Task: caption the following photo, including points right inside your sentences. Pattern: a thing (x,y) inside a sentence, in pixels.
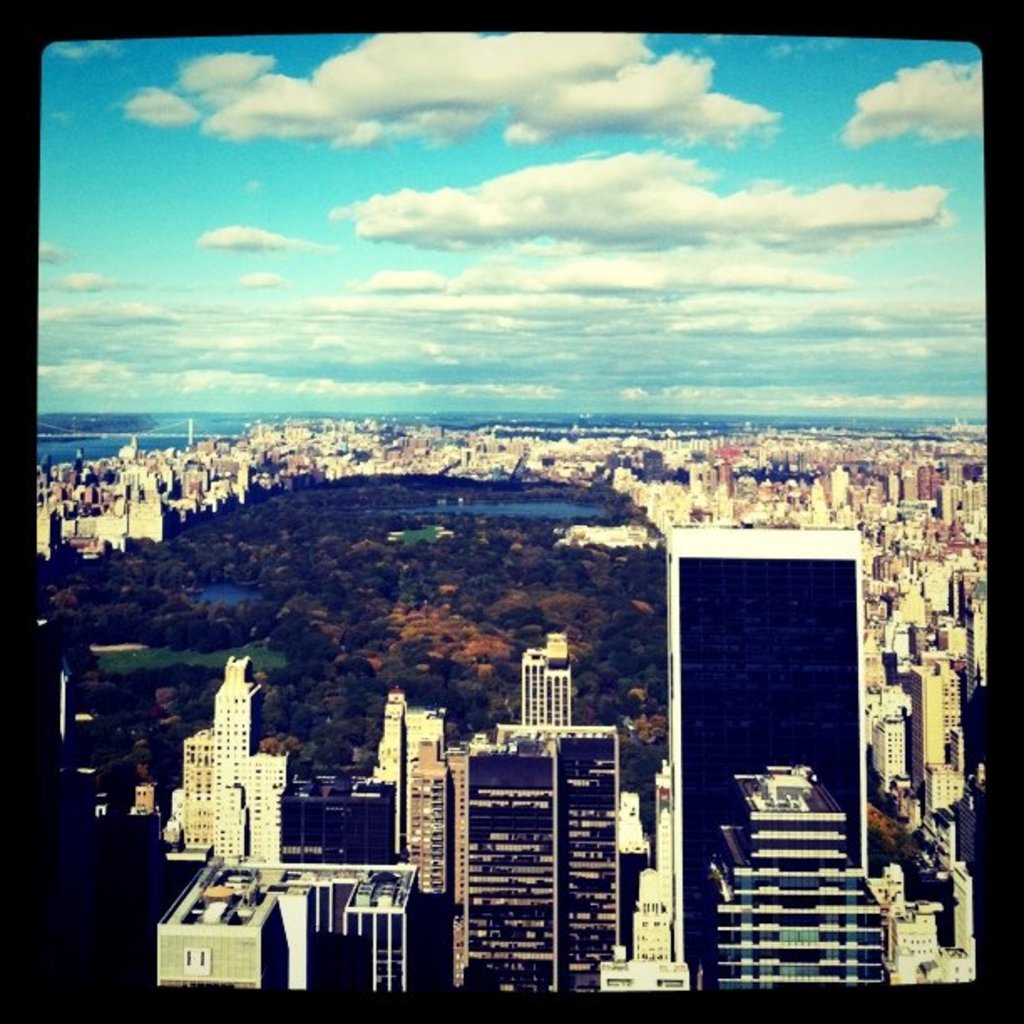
In this image we can see there are buildings (481,768), trees (455,620), in the middle of the trees (370,544) there are water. In the background (170,190) there is a sky (541,209).
